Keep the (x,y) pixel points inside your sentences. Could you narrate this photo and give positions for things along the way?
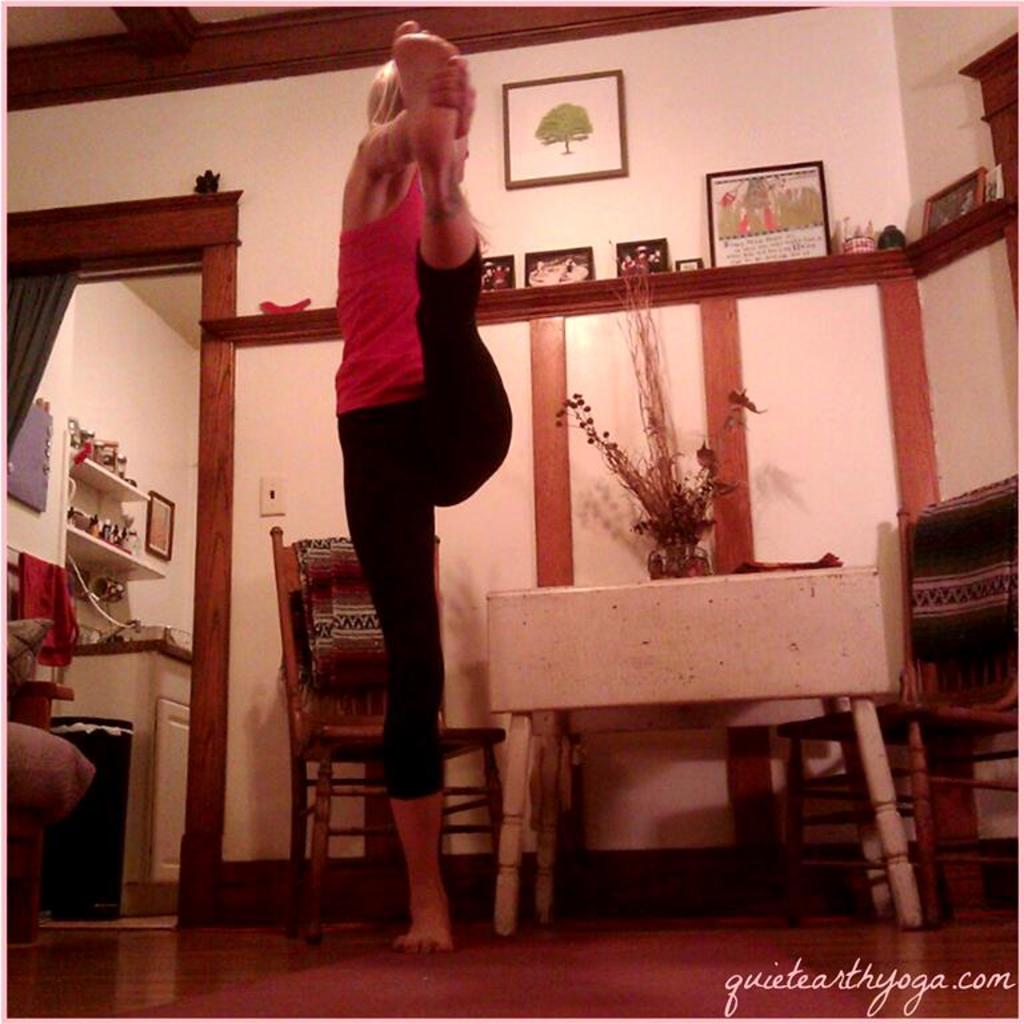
This picture is clicked inside a room (918,106). There is woman (453,280) doing exercise. Behind her there is a table (753,584) and chairs (981,592). On the table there is a flower vase (704,520). There are many photo frames (745,229) on the wall (695,352). There is some text (853,979) at the below right corner of the image (868,979). On the left of the image (125,592) there is a door (174,727) and another room (169,722) in which there is table (125,643), shelves (112,485) and things (130,544) placed in it and also a photo frame (159,530) hanged on the wall (179,528).
